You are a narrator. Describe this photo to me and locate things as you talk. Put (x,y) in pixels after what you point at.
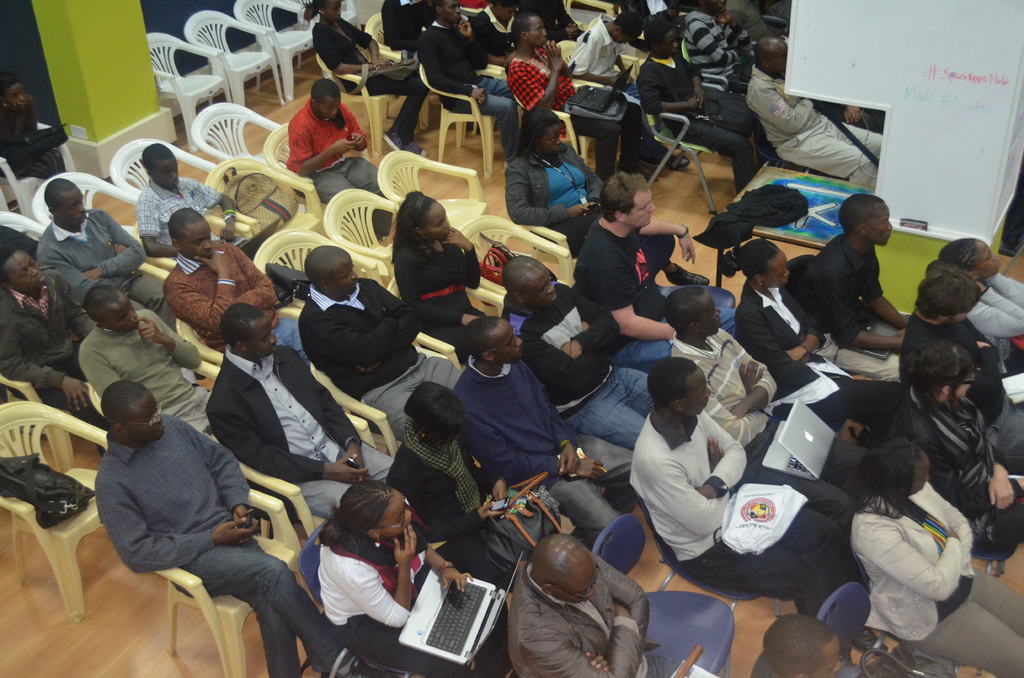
People (514,267) are sitting on the chair (383,411) keeping laptop (805,434), bag (772,514) on laps (433,371).
